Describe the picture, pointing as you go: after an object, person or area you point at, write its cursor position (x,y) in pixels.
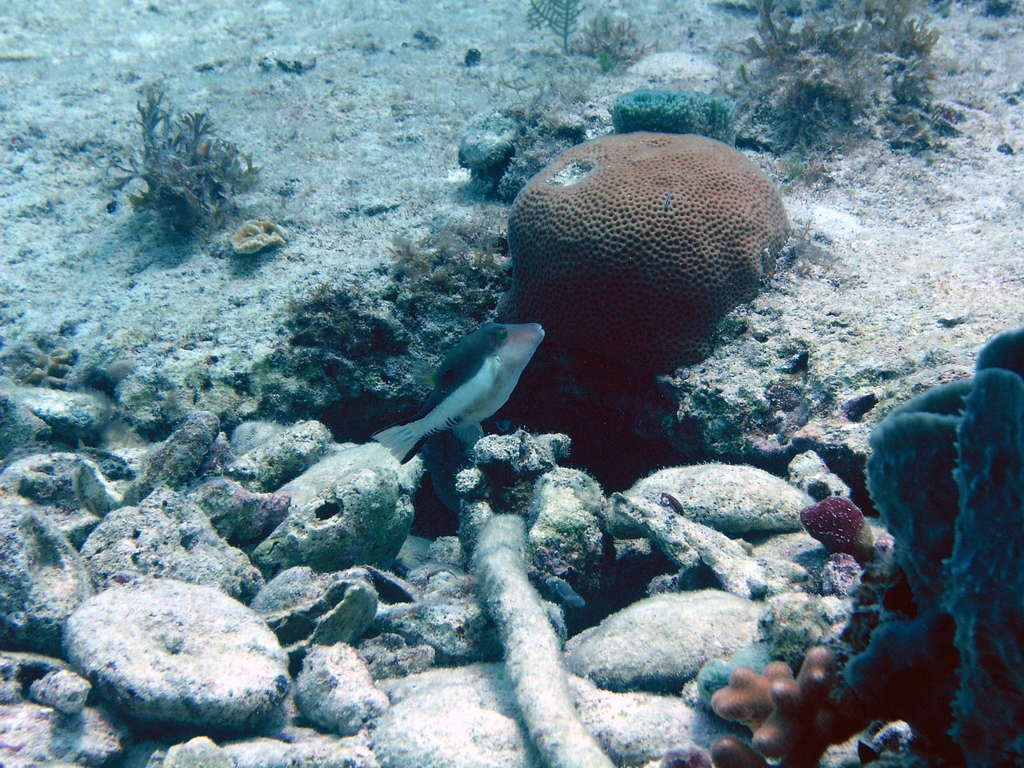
In this picture we can observe a fish (466,401) swimming in the water (910,193). There are some stones (244,534) on the land (374,209). We can observe some plants (868,62) in the background (877,74).
